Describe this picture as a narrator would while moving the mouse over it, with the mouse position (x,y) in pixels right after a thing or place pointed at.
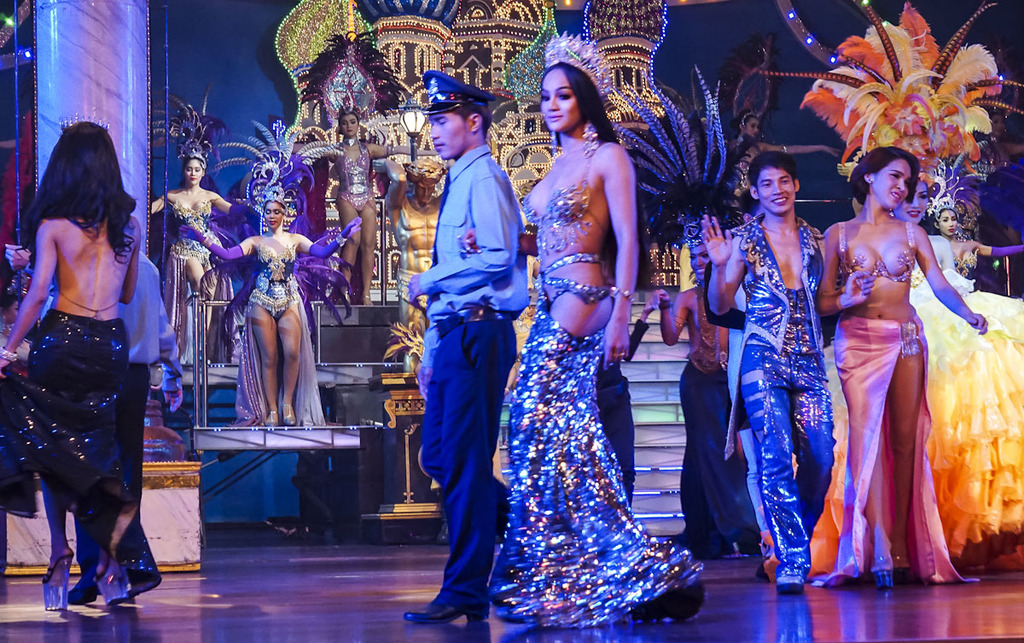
Here we can see few persons (772,195). This is floor (338,598). In the background (248,55) we can see wall (558,30).
